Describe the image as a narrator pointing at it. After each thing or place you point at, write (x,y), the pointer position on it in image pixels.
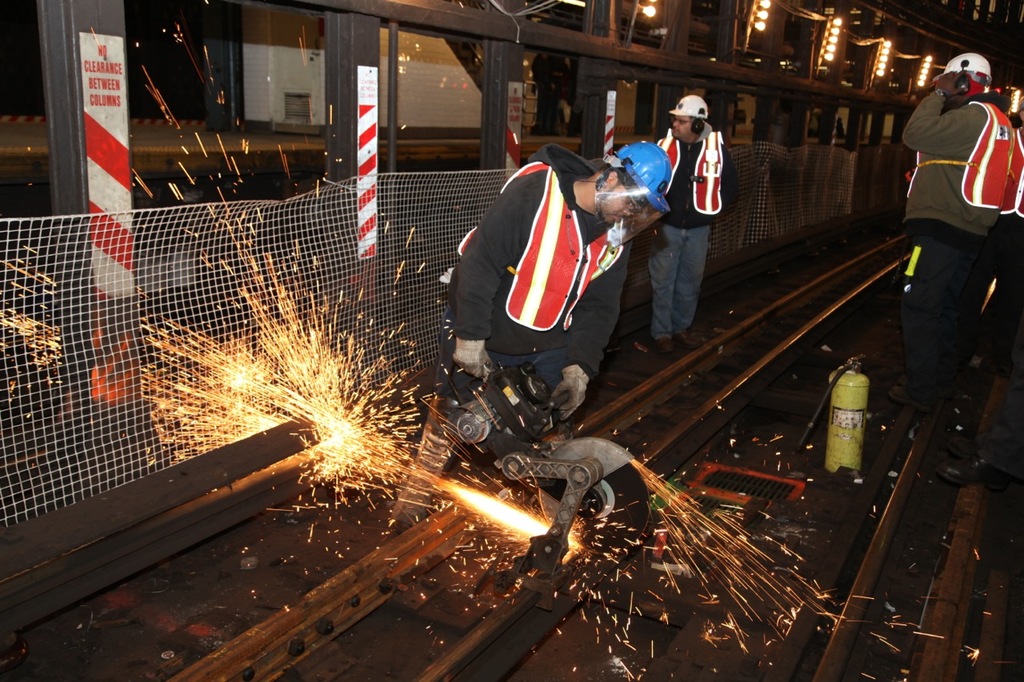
In this image we can see a person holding a metal cutter machine (532,540) and we can also see fencing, tracks (355,581) and people (950,293).
